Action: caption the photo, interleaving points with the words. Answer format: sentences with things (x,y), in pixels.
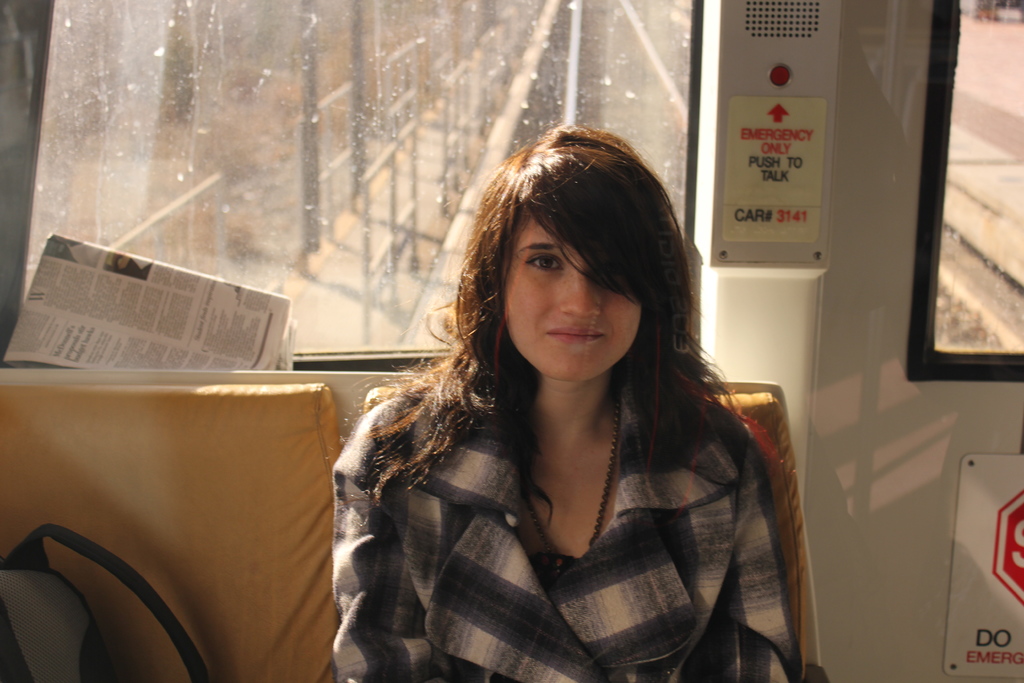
In this image we can see the inner view of a vehicle (246,483) and there is a woman (437,682) sitting and we can see some other objects (119,273) and there are two boards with the text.
